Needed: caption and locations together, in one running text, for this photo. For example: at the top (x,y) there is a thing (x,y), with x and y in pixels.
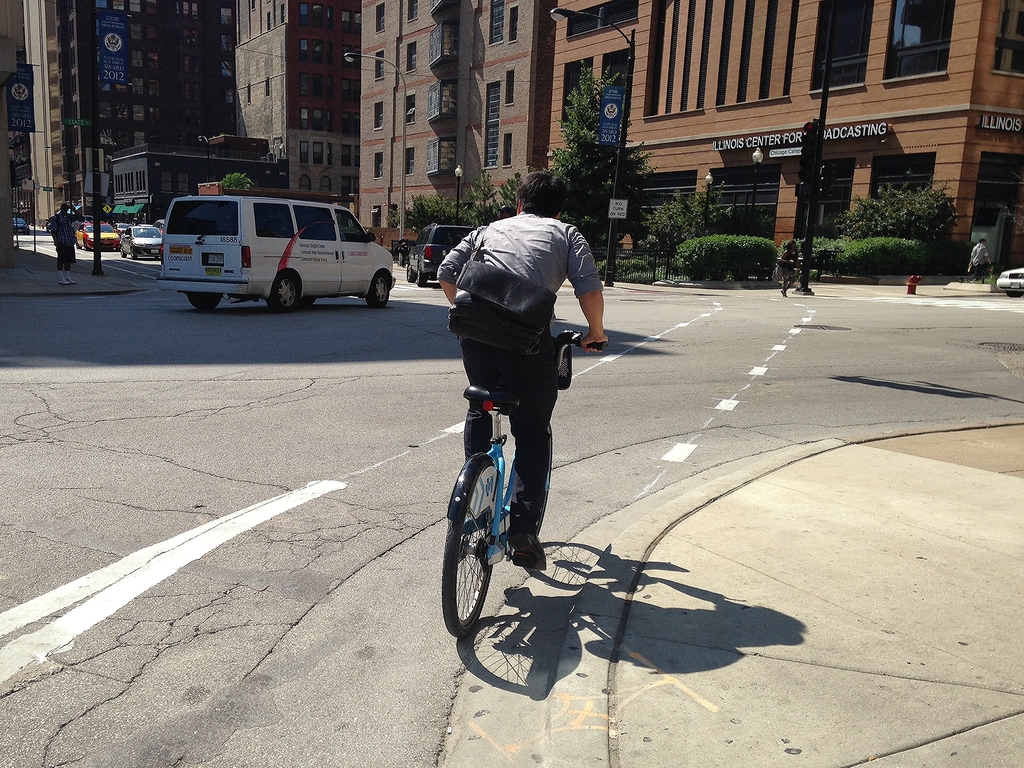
In the picture we can see a road (831,392) on it, we can see a man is riding a bicycle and some far away from him we can see a van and some vehicles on the road (918,335) and beside it, we can see a path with a pole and few persons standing on it and opposite side, we can see some buildings (808,119) with windows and glasses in it and near it we can see some trees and plants (947,271) and a pole (805,284) with traffic light (804,145) and one person (787,285) standing near it.
